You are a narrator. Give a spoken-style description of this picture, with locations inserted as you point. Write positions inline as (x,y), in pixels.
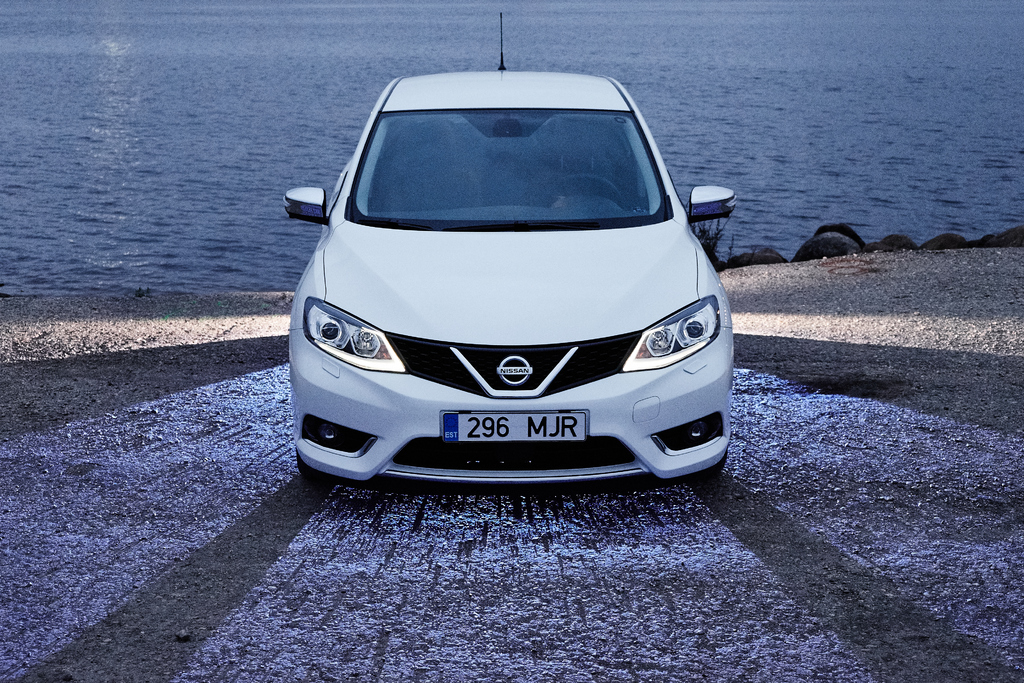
In the center of the image (491,416) we can see a car (519,436) on the road (286,521). In the background (225,147) there is water (295,116) and we can see rocks (884,250).
